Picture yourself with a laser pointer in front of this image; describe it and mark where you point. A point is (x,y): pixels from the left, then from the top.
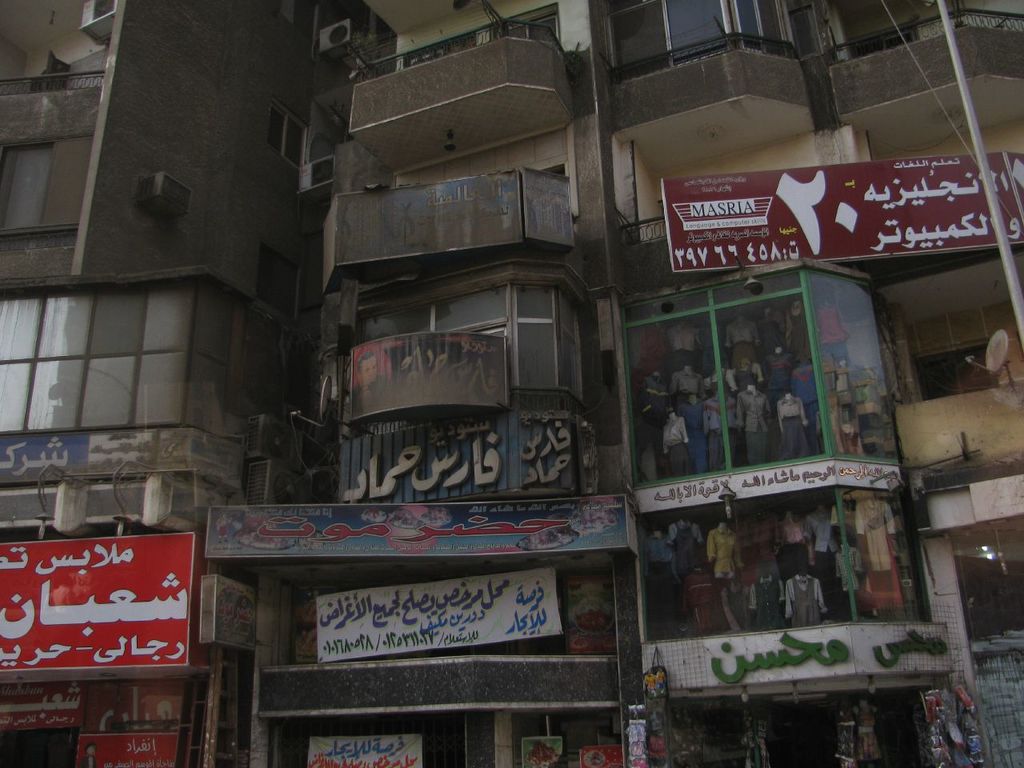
In this picture we can see buildings (902,70) with windows (703,36), banners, mannequins (792,432).
